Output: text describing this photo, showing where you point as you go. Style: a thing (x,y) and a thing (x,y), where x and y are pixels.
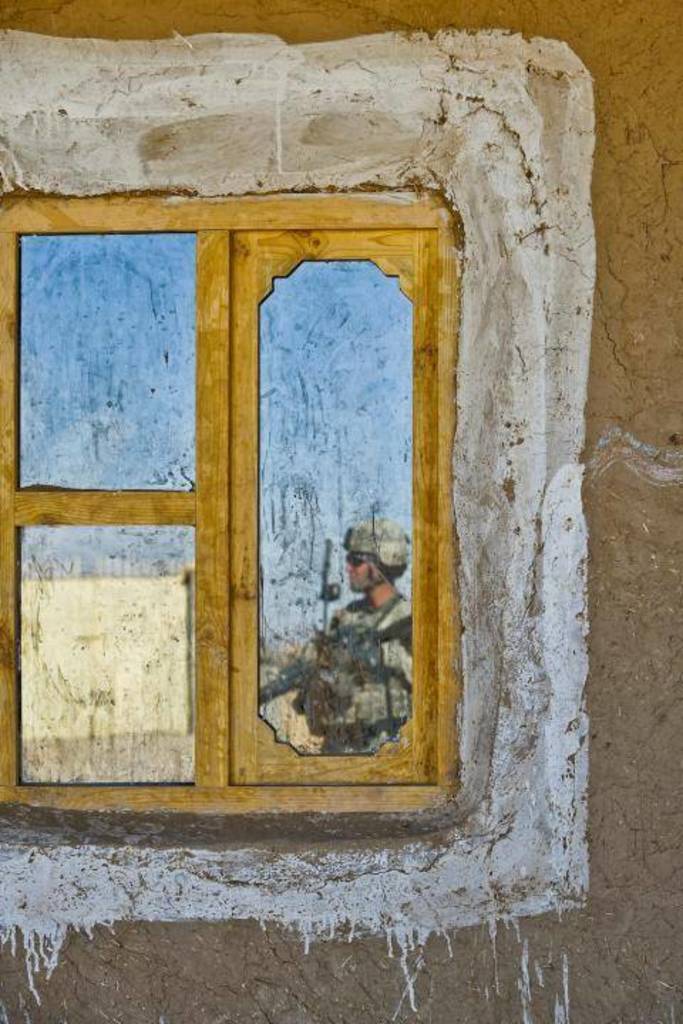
In this picture I can see a wall (585,67) with a window (296,465), there is a reflection (375,487) of a person (388,628), house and the sky (193,303) on the window (186,320).
